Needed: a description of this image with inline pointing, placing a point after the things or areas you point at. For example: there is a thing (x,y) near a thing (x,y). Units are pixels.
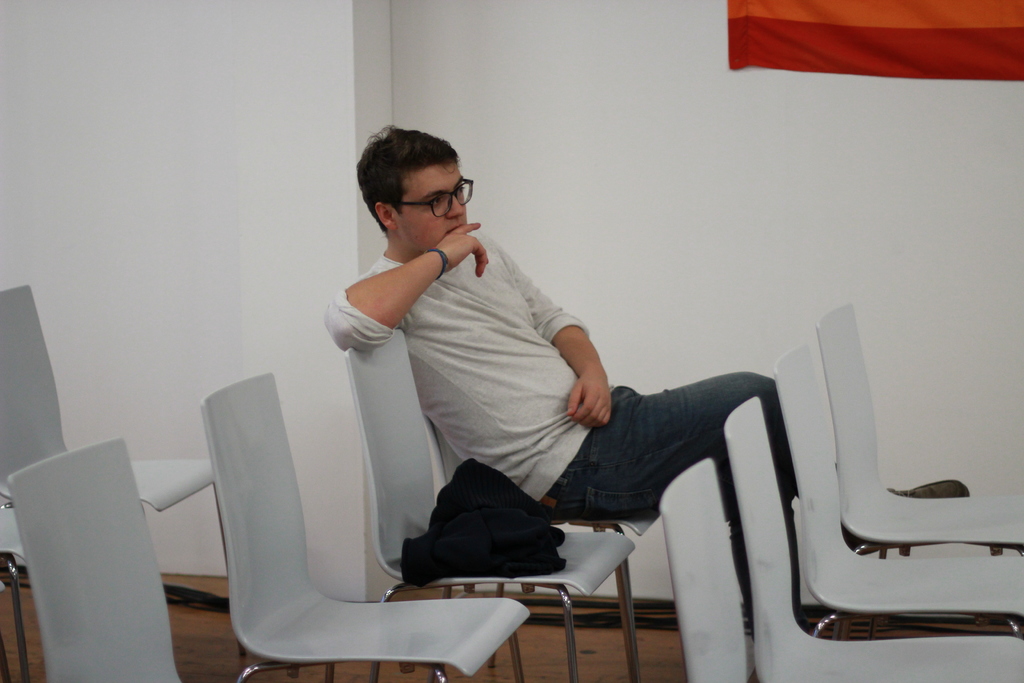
There is a room (484,235). The person (482,297) is sitting in a chair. He's wearing a spectacle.
